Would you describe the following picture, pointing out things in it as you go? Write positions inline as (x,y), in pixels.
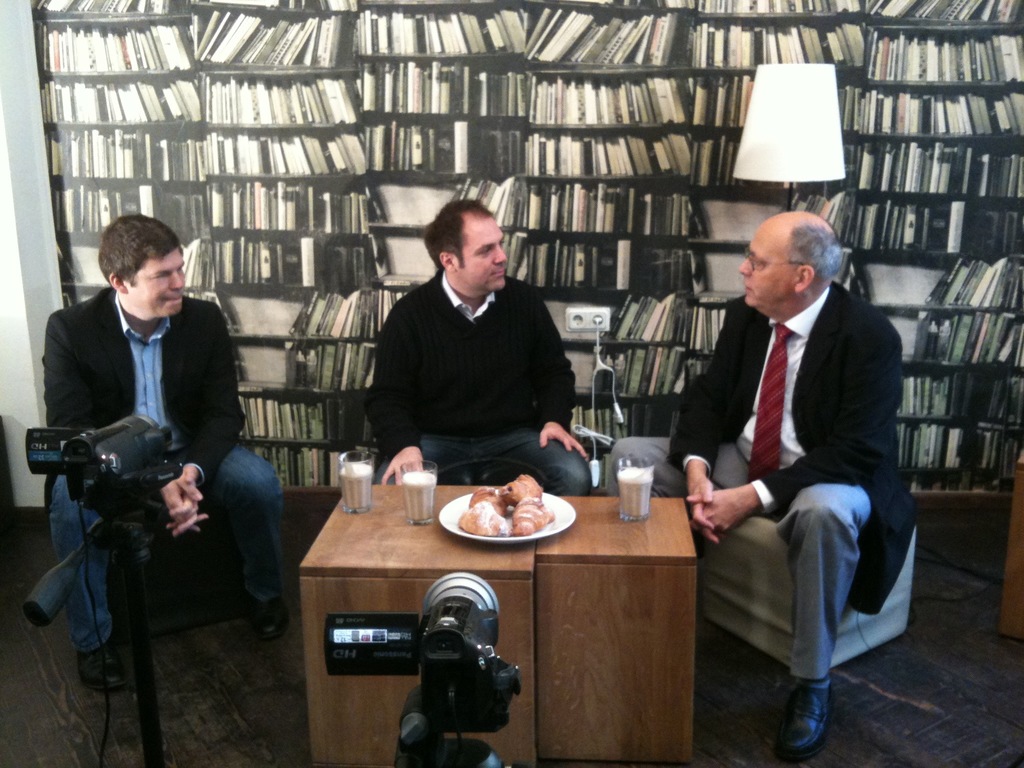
Three men (168,295) are sitting at a table (614,536) with three glasses (431,492) and a plate (507,534) with some eatables (495,524) on it. There are two cameras (167,451) covering them.
